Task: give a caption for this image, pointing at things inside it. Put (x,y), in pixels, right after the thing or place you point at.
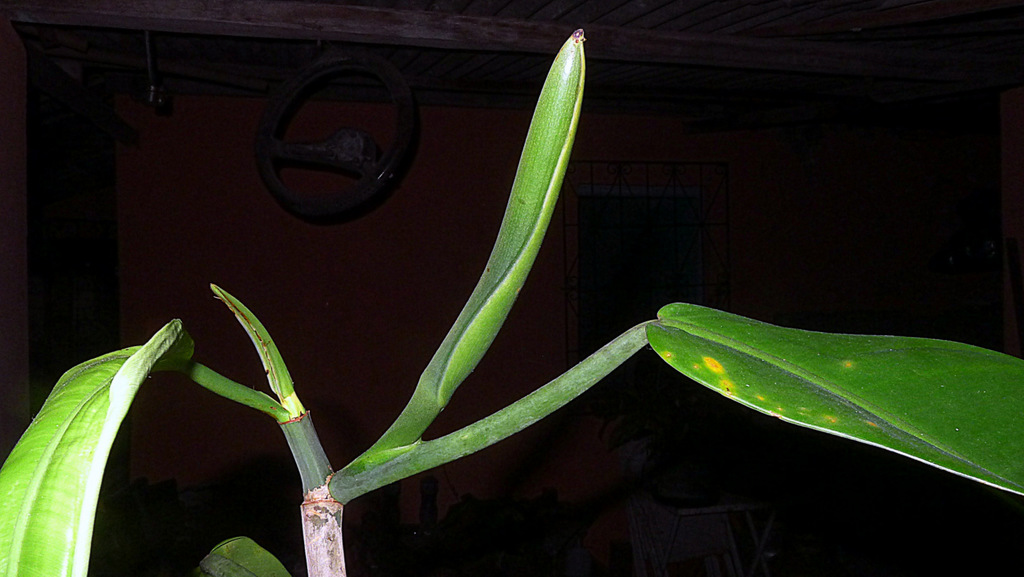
In this image I can see there is a plant (96,375) with few leaves (676,349) and the background of the image (294,153) is dark.
